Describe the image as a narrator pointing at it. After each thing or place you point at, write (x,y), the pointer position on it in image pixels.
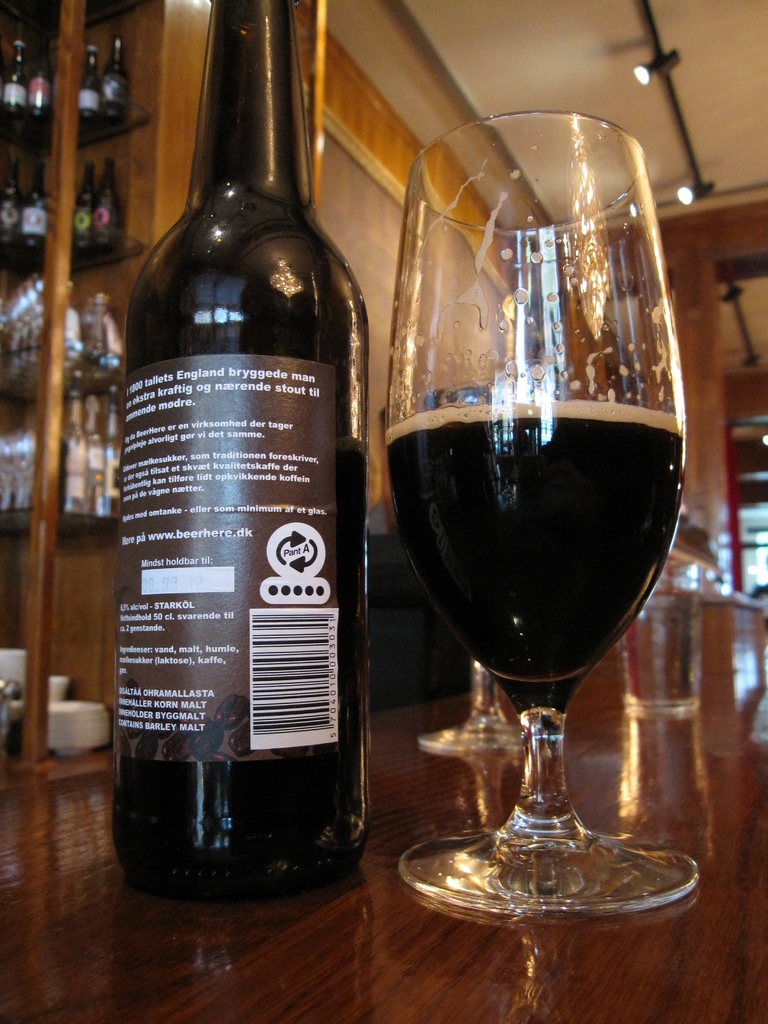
In this image there is a beer bottle (213,645) at left side of this image (211,573) and there is one glass (537,662) at right side of this image (534,681), and there is a table (453,719) at below of this image. There are some bottles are kept in shelves (22,447) at left side of this image (38,98), and there is a wall (371,267) in the background (728,383). There are some lights (659,62) at top right corner of this image (672,156).
